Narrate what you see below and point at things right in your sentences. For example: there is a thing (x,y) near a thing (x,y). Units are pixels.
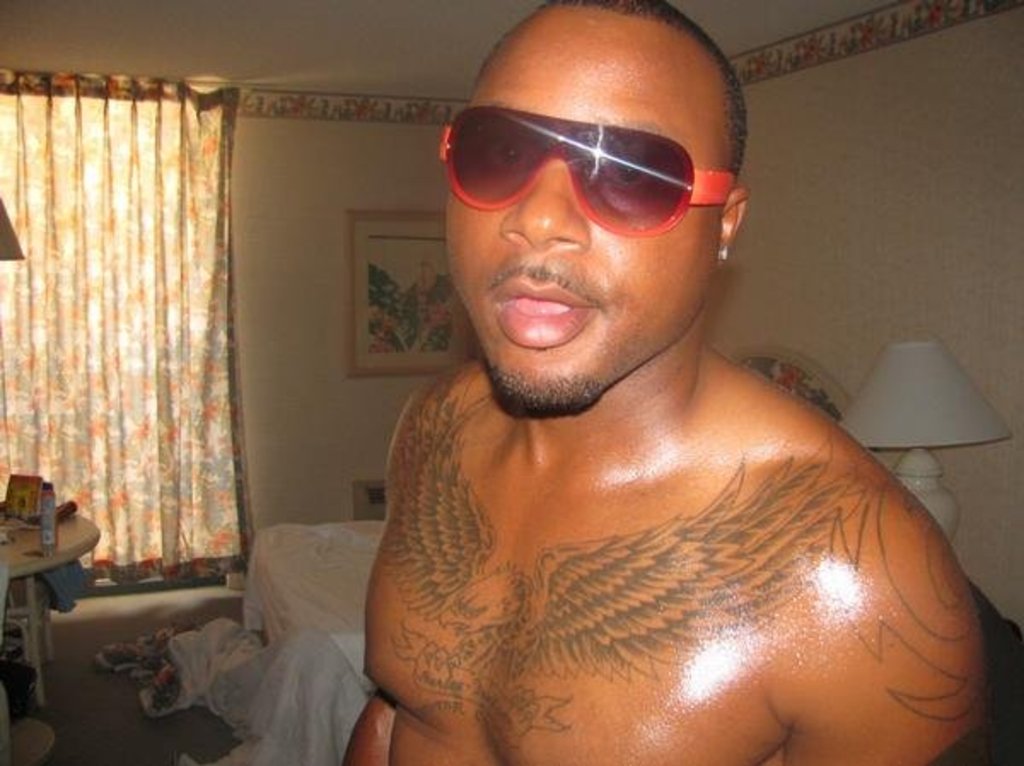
In this image we can see a man (516,427) and he has goggles (641,203) to his eyes (640,193). In the background (276,691) there is a bed sheet (290,677), bed (302,608), bottle (52,502) and objects (39,501) on a table (13,547) on the left side (33,487), clothes (123,665) on the floor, curtain (157,439), frame (385,235) and objects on the wall (454,117) and a lamp (957,445) on the right side (956,432).
